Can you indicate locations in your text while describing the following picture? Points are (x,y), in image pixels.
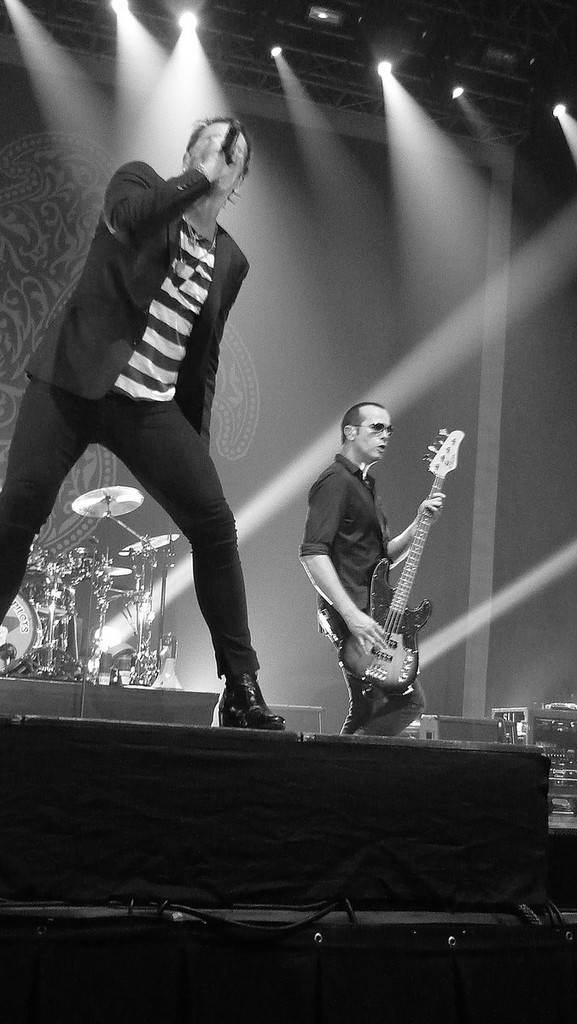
There are two men (353,585) on the stage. One man (369,549) is playing a guitar (390,643) and the other is singing a song and holding a mic (233,140) in his hand (212,170). In the background (24,641) there are some musical instruments (87,582) like drums (104,560). On the top (196,60) there are some lights (385,84).
